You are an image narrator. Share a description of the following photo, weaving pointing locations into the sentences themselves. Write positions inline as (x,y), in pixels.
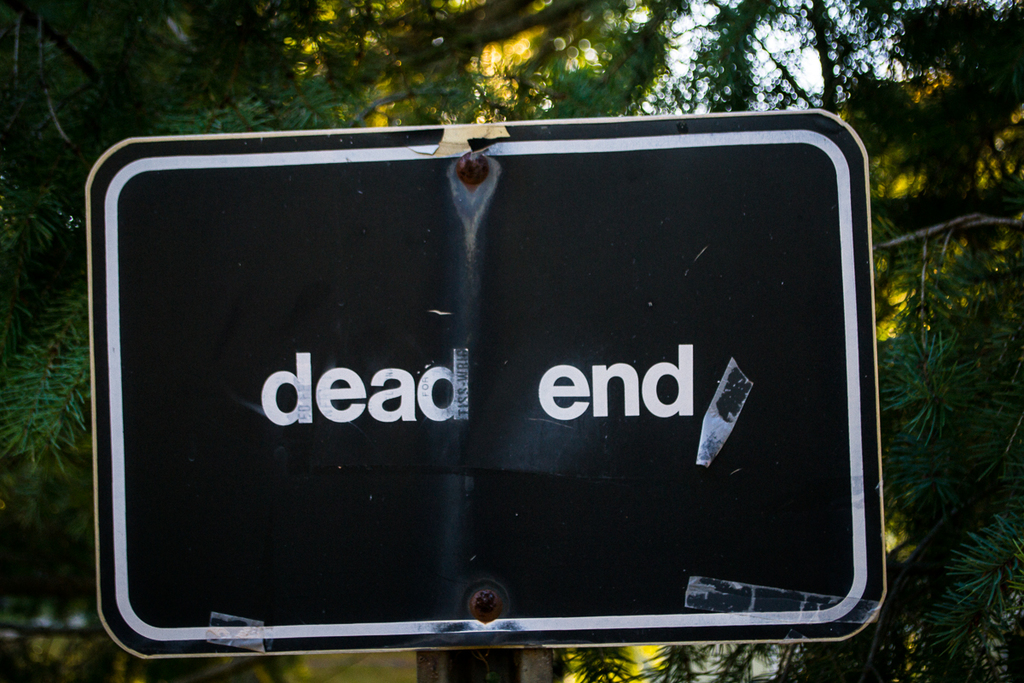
This image contains a board (290,589) where dead end is written on it and there are a few trees (959,464) behind it.
